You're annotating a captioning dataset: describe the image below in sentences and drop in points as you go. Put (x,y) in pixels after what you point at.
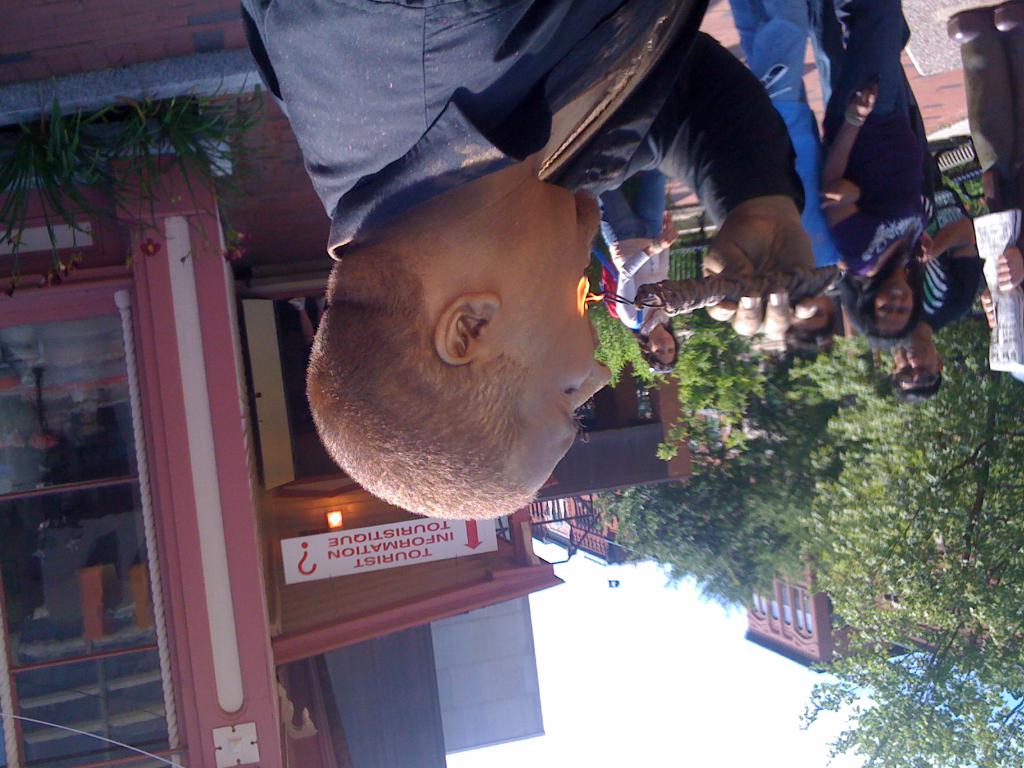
In this image I can see the group of people (636,154) standing and wearing the different color dresses (786,176). I can see one person (594,336) is holding the wire (658,294) with fire (586,285). In the background (482,521) I can see building (248,441), trees (773,472) and the white sky (590,672). I can see a board (301,549) to the building (182,411).
